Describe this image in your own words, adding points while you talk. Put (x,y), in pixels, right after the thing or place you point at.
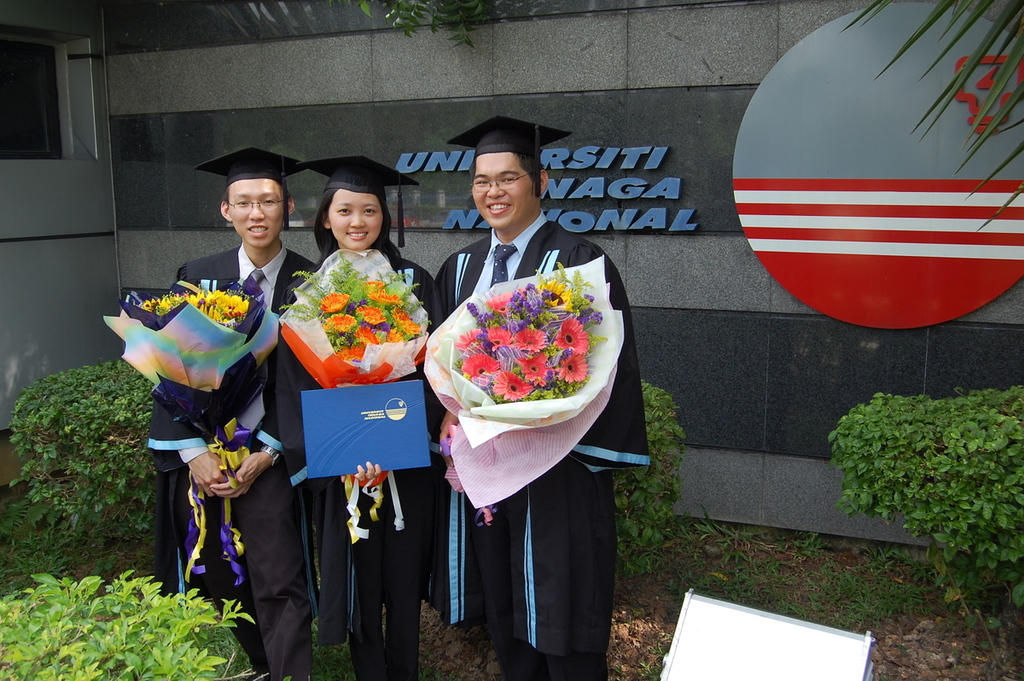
In this image, we can see some plants (39,611). There are three persons (246,262) in front of the wall (681,132) wearing clothes (487,270) and holding bouquets (255,340) with their hands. There is an object (807,640) at the bottom of the image (712,616).
